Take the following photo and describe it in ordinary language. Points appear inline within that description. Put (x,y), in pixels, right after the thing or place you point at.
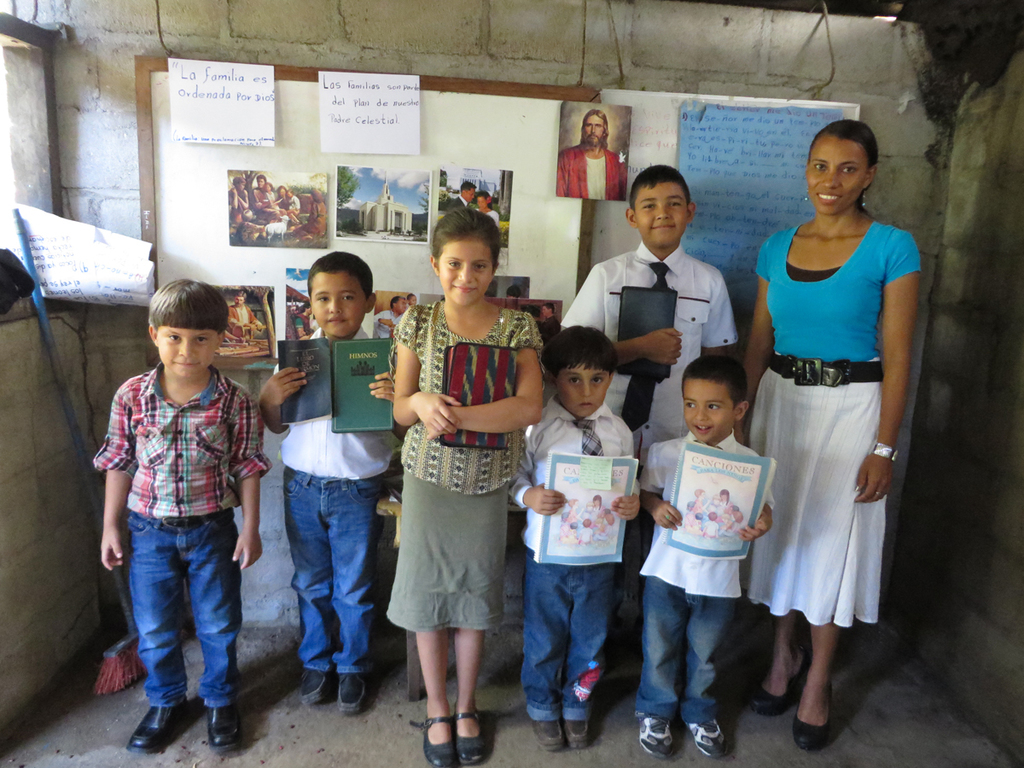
There are some children (519,425) holding books (489,380) and standing. A lady (787,391) is standing on the right side (801,413) wearing a belt (824,368). In the back (260,32) there is a brick wall (114,69). On the wall (120,170) there is a board (217,200) and some papers (577,177) pasted on the board (201,161) and wall (76,102).
